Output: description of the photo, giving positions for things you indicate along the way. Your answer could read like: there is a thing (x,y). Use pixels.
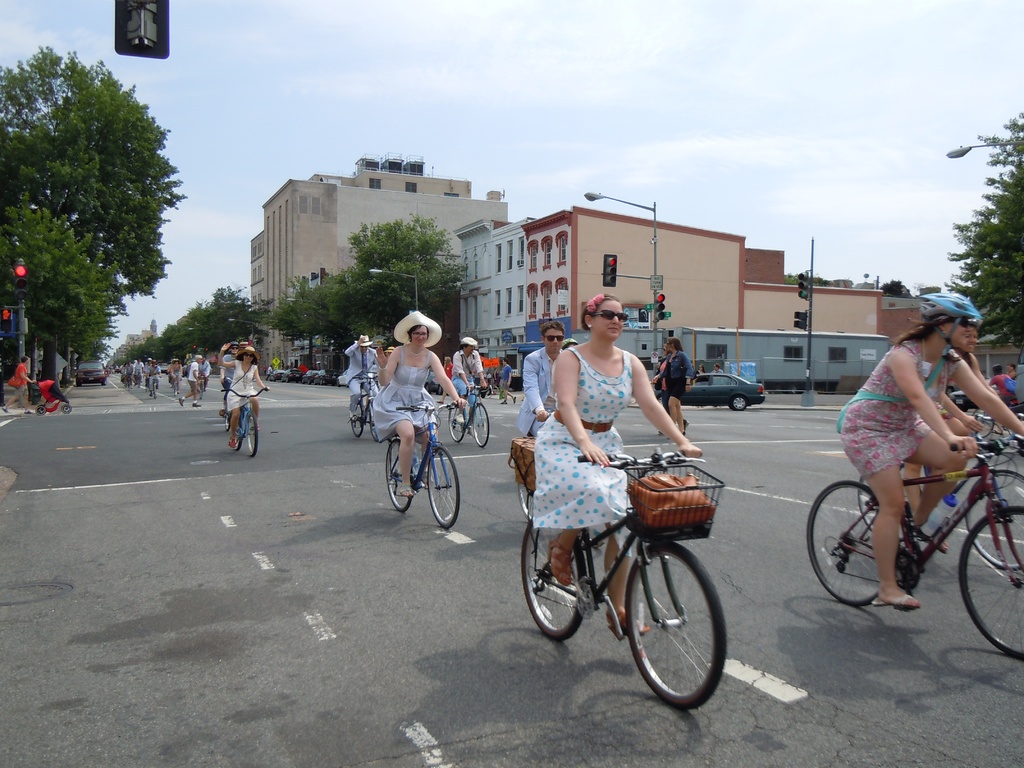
In this picture There are many people (920,401) who are riding a bicycle (903,572). There is a car (726,390), traffic signal (804,291), street light (599,199), trees (344,278), buildings (284,245). There is a woman (18,391) carrying a baby carrier (44,405) on the road (84,405). Sky (665,106) is blue in color and cloudy.
